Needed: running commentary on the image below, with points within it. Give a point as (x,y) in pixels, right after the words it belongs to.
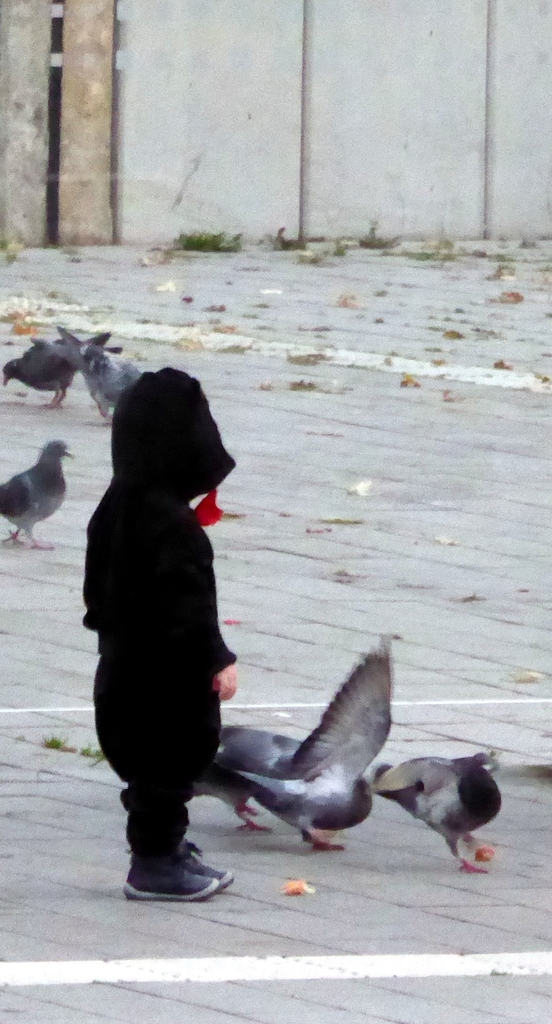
As we can see in the image there is a child (175,621) wearing black color jacket (164,537) and there are birds (446,766). In the background (272,115) there is a building (159,122).
